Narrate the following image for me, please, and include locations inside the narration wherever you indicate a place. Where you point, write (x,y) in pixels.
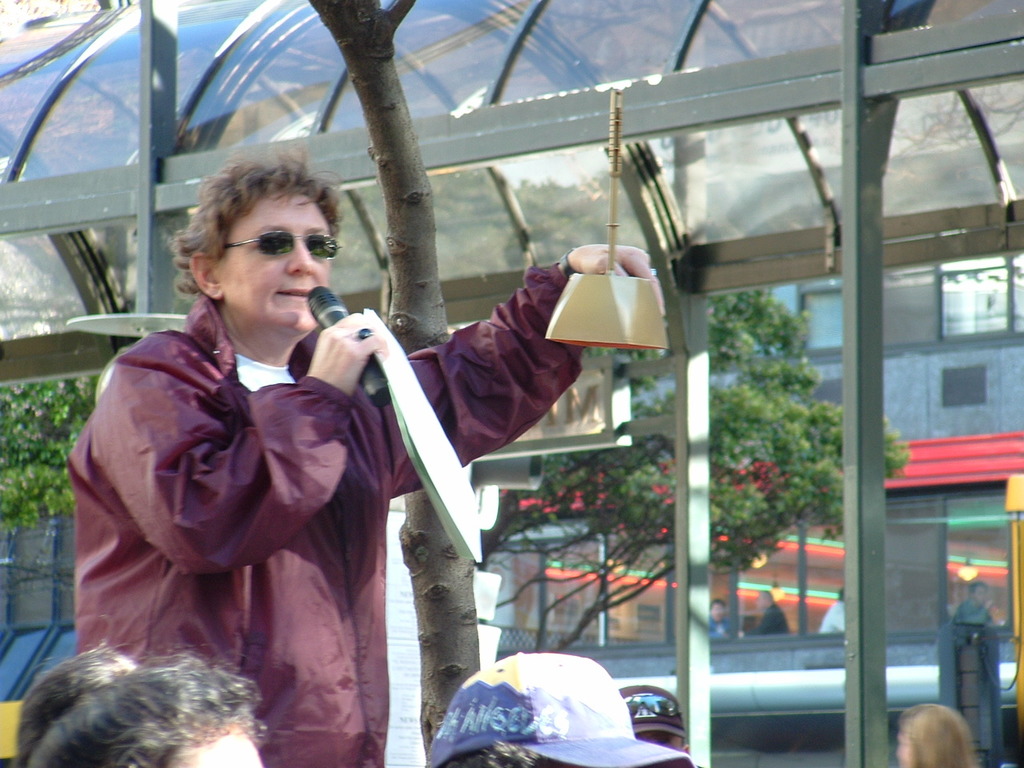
In this image I can see a person (262,520) wearing jacket (220,481) is standing and holding a microphone (320,313) and few other objects (422,415) in hands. I can see few other persons heads (254,716). In the background (576,576) I can see few trees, few persons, a building (740,604) and a shed (541,171).
